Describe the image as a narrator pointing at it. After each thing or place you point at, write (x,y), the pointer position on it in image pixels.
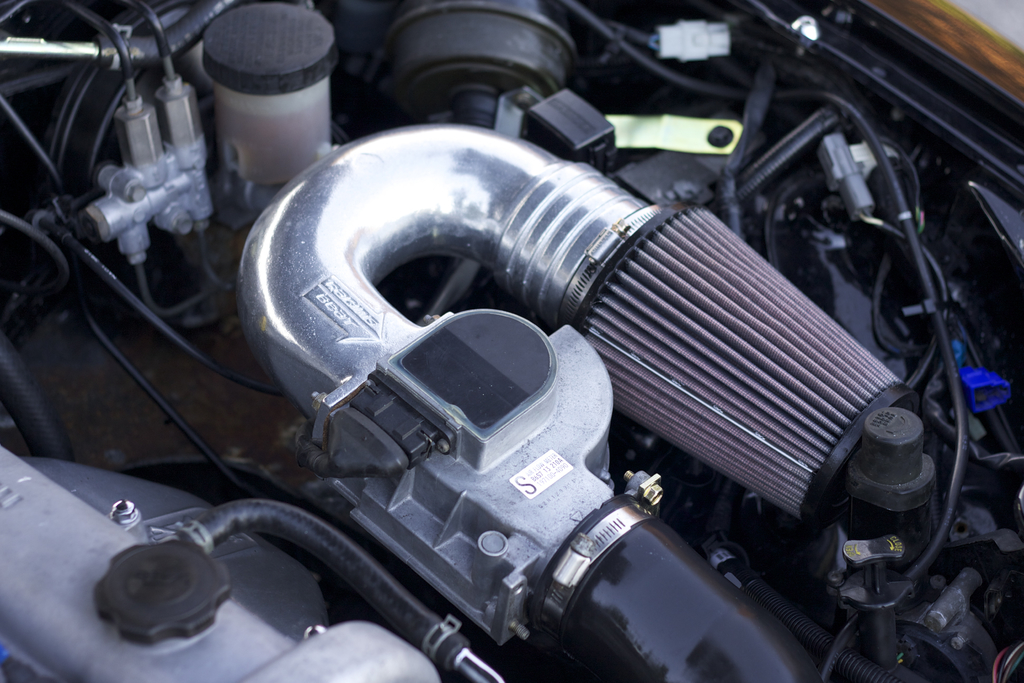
It seems like an engine (814,129) of a vehicle (589,153).
